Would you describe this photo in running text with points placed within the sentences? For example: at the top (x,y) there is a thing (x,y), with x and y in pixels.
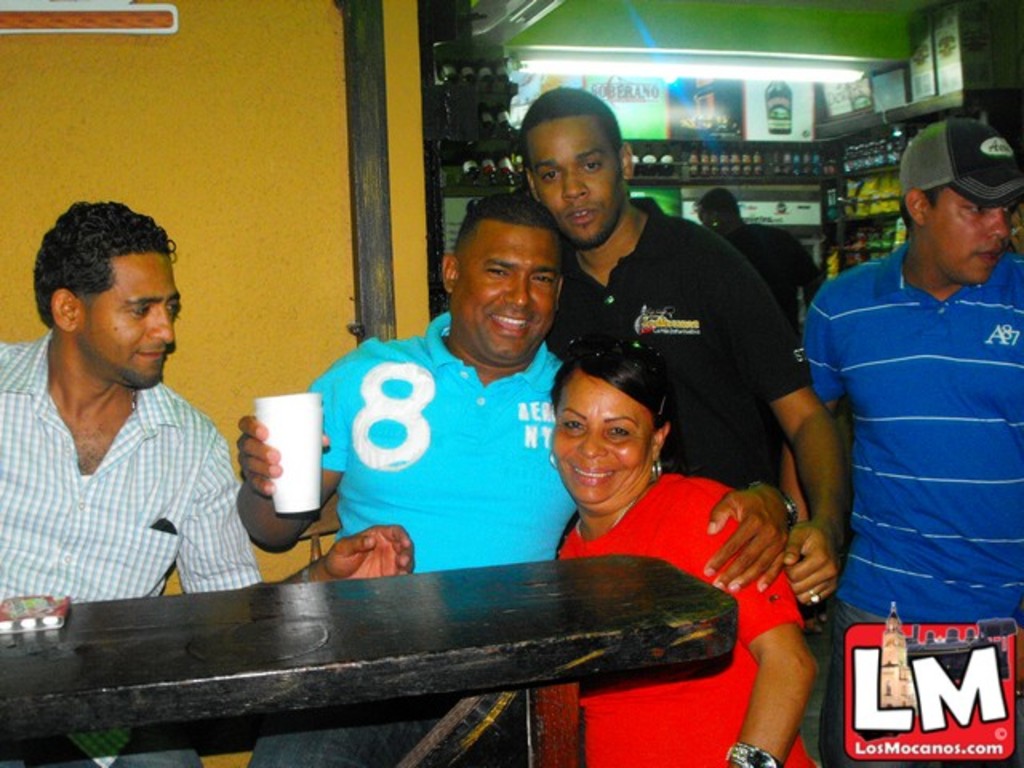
Here there are four men (560,491) and a woman (654,697) and among them a man (331,457) is holding a cup (313,480) in his hand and on the table (89,612) there is an item (65,612). In the background (506,171) there wine bottles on the racks (779,176) and carton boxes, light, a person (719,197) and some other items (788,94).
